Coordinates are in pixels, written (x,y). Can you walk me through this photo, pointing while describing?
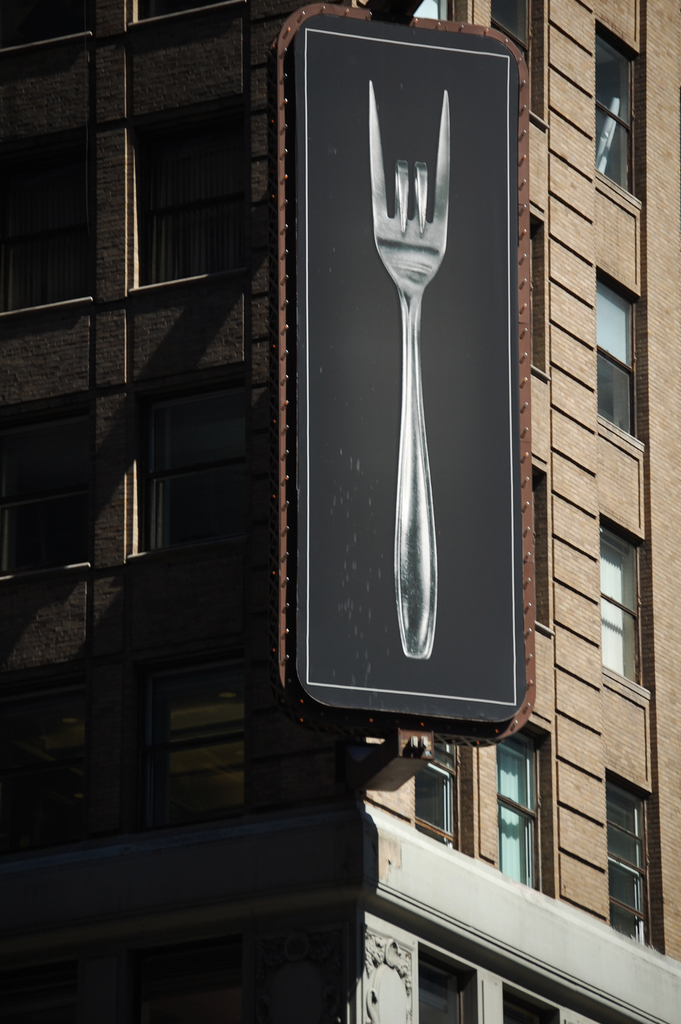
In this image we can see a building (634,187). There is a hoarding (421,351) at the center of the image (390,390).
